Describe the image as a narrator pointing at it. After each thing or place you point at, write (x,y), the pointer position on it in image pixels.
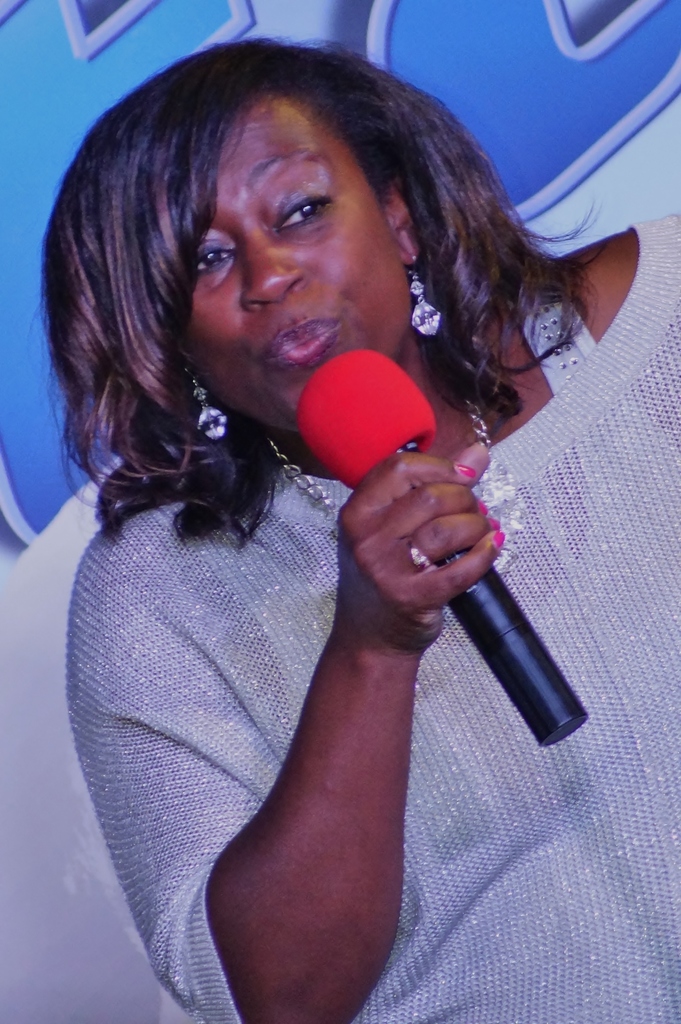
In this image there is a woman (519,236) talking in a microphone (345,392) and at the background (481,24) there is a hoarding (658,10).
